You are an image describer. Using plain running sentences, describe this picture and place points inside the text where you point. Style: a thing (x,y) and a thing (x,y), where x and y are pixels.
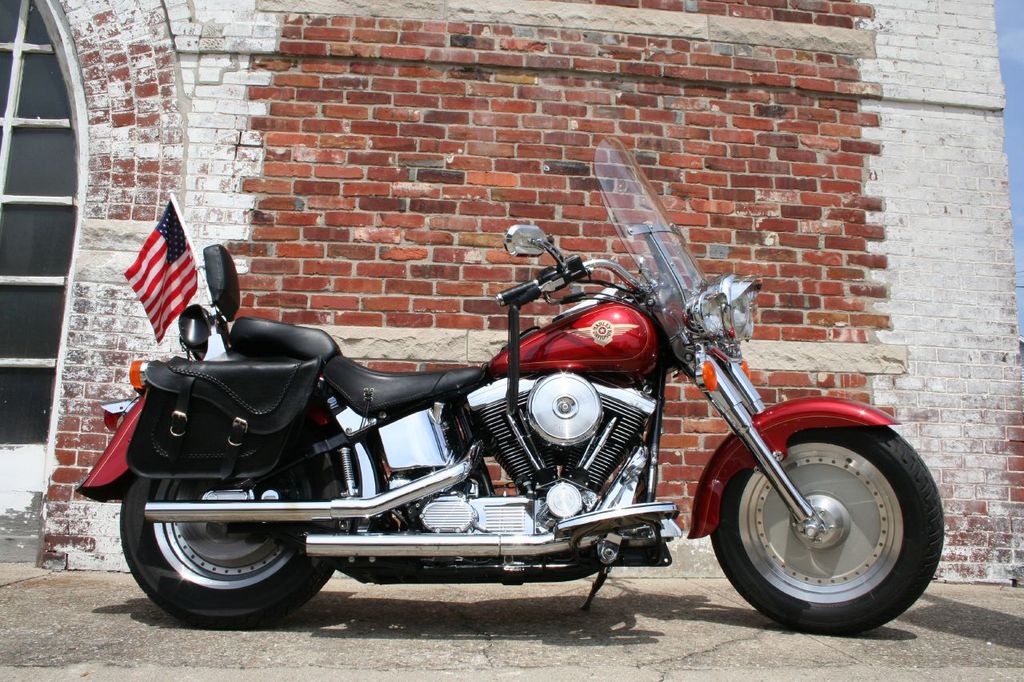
In this image we can see a motorcycle (527,493) on the ground (458,616), there is a brick wall (379,122), a window (22,172), also we can see the sky (1006,139).
